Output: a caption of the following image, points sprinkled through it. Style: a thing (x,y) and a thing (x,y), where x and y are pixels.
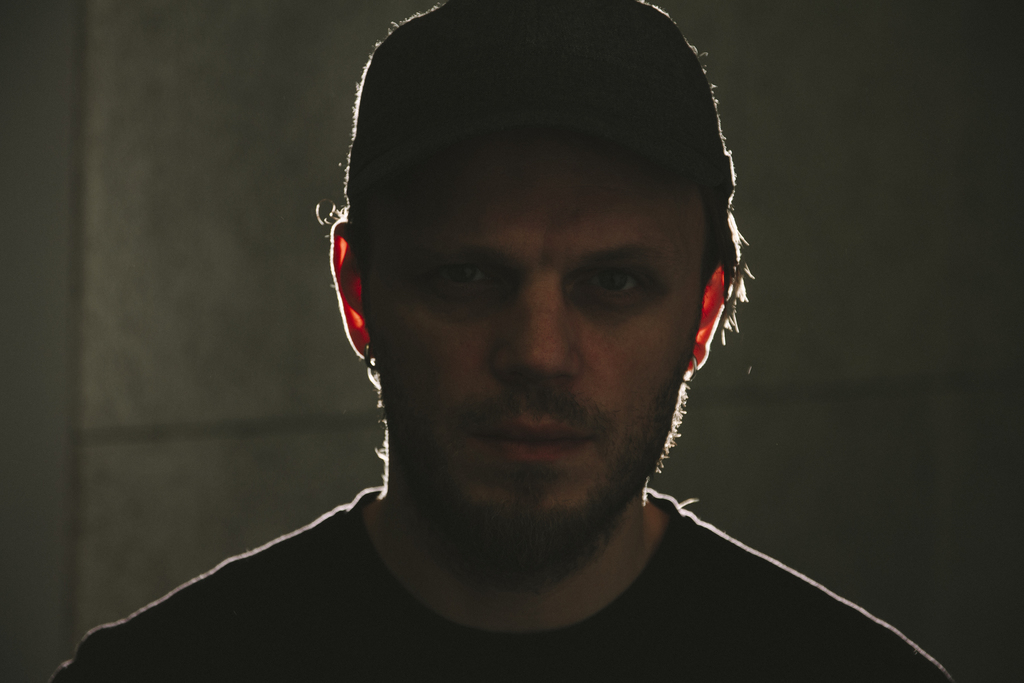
In the image there is a man (500,517) and only the upper body (576,494) of the man (414,595) is visible, the background of him is blur.
